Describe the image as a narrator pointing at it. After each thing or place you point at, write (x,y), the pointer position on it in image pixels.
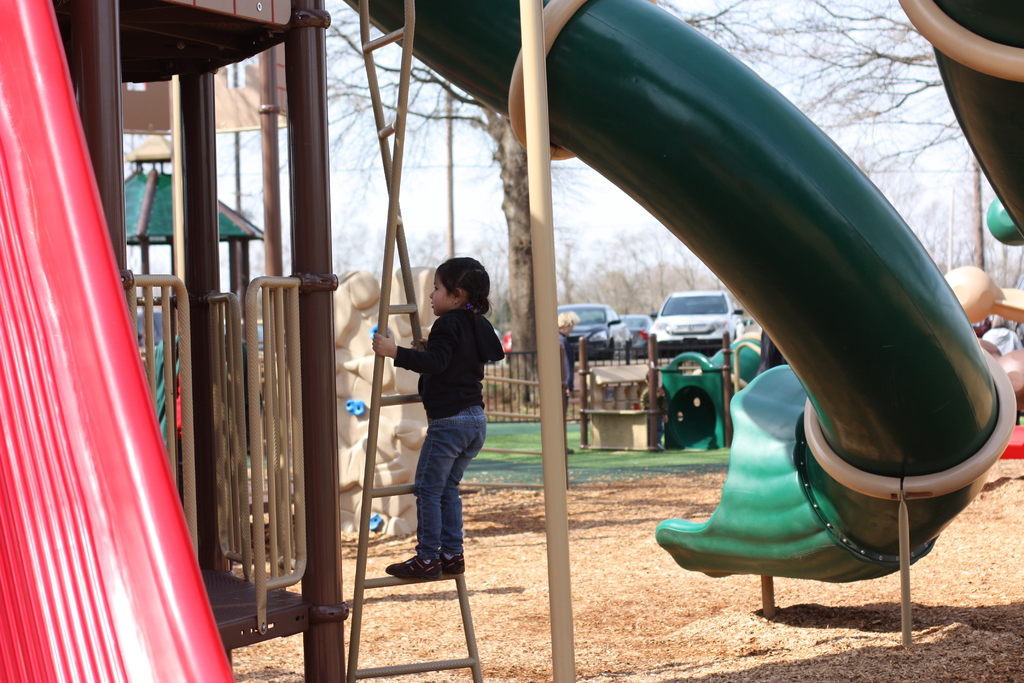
In this picture we can see a kid (437,499), on the right side (923,492) there is a slider (804,513), in the background (698,316) we can see some cars (680,319), some trees (836,89) and a person (564,373), there is the sky (818,10) at the top of the picture (818,10), on the left side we can see a ladder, it looks like a shed (159,233) in the background (142,225).
